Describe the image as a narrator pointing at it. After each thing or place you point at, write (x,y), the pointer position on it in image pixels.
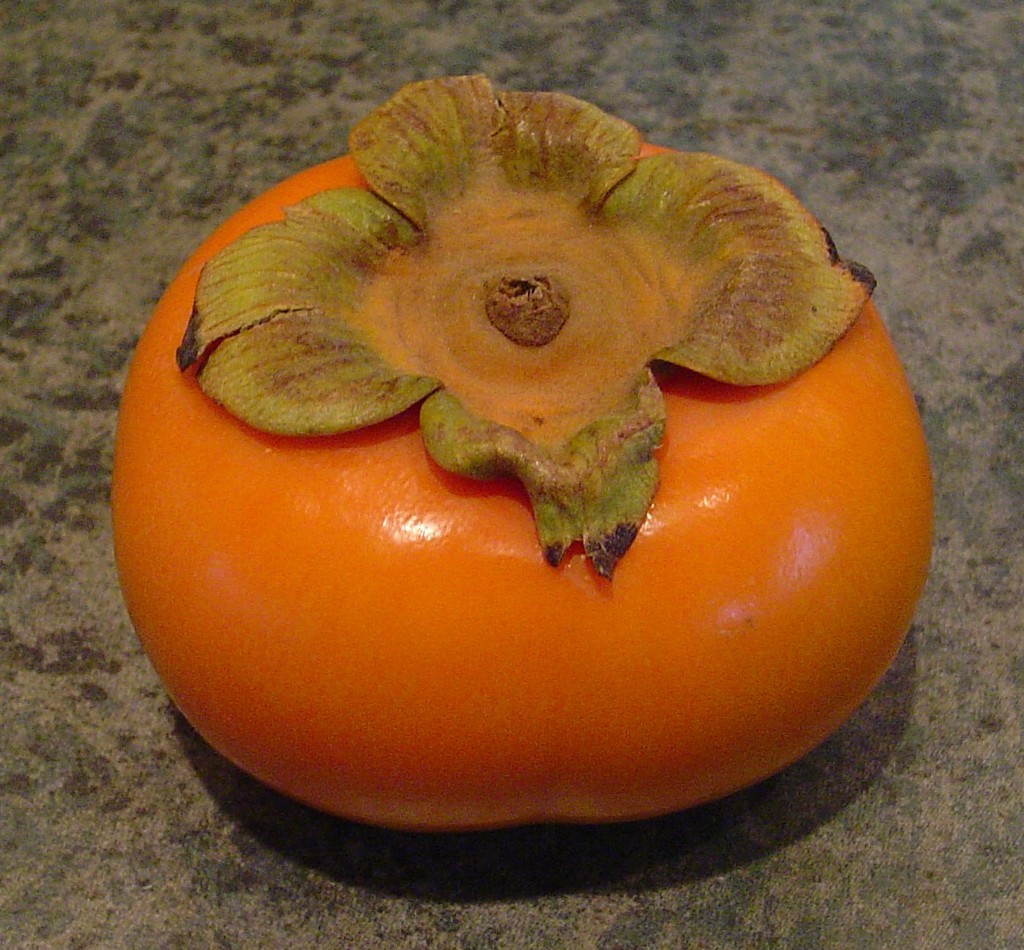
There is a Persimmon (491,497) which is in orange color.
